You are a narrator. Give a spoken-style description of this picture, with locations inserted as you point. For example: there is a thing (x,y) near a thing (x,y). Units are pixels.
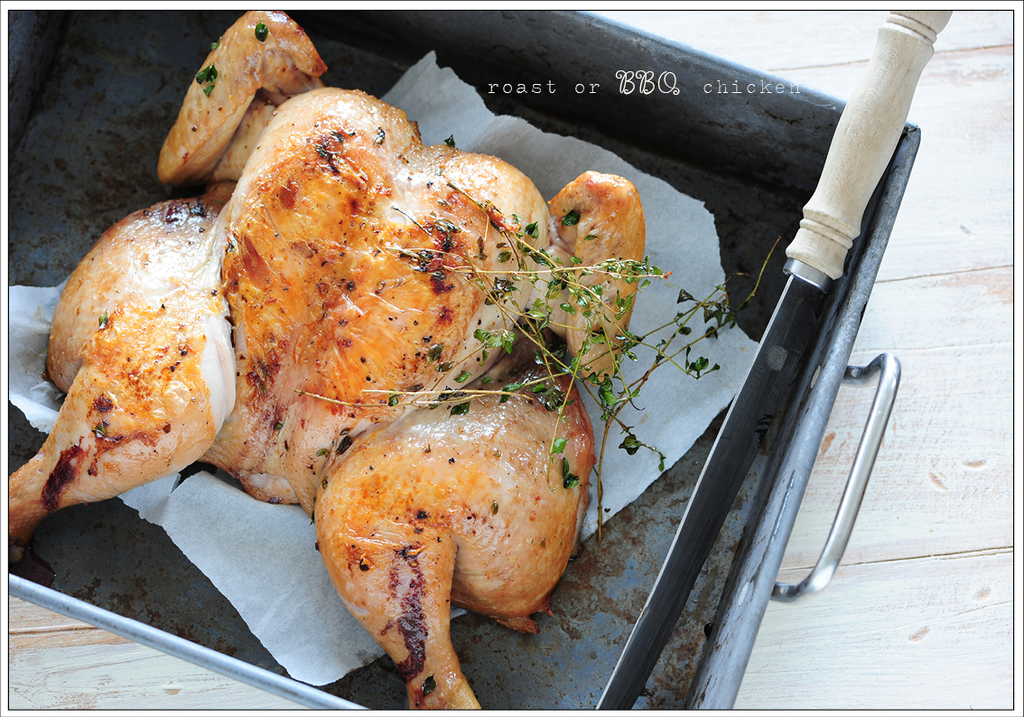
In this picture, we see a tray (625,554) or a vessel (637,533) containing the chicken meat (318,232), tissue paper (276,604), thyme leaves (451,399) and a knife (663,595) are placed on the wooden table (825,631).
